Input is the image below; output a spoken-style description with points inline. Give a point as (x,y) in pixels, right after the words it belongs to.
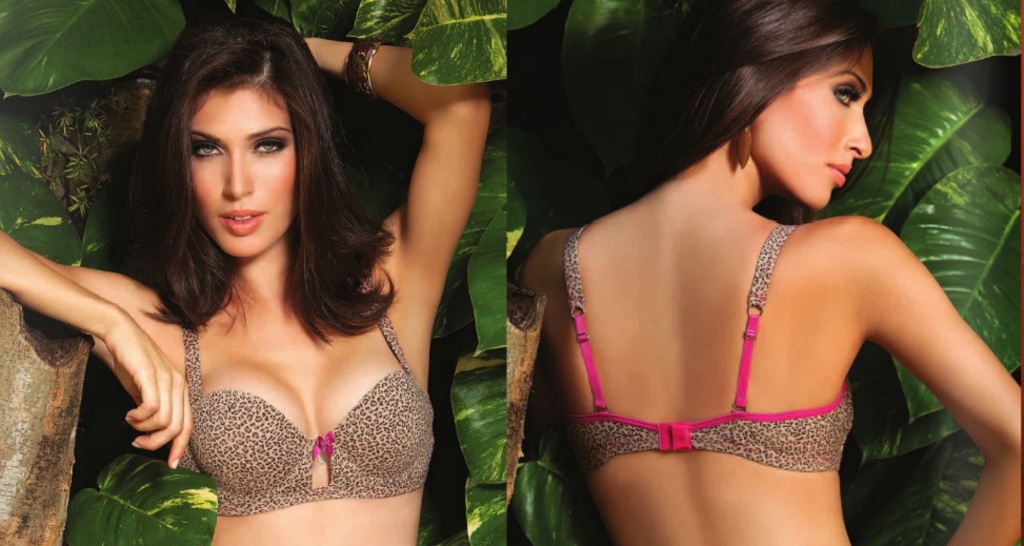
There is a collage image of two different pictures of a same person (431,295). In the first picture, we can see a person (305,111) front view. In the second picture, we can see a person (848,320) back view.
